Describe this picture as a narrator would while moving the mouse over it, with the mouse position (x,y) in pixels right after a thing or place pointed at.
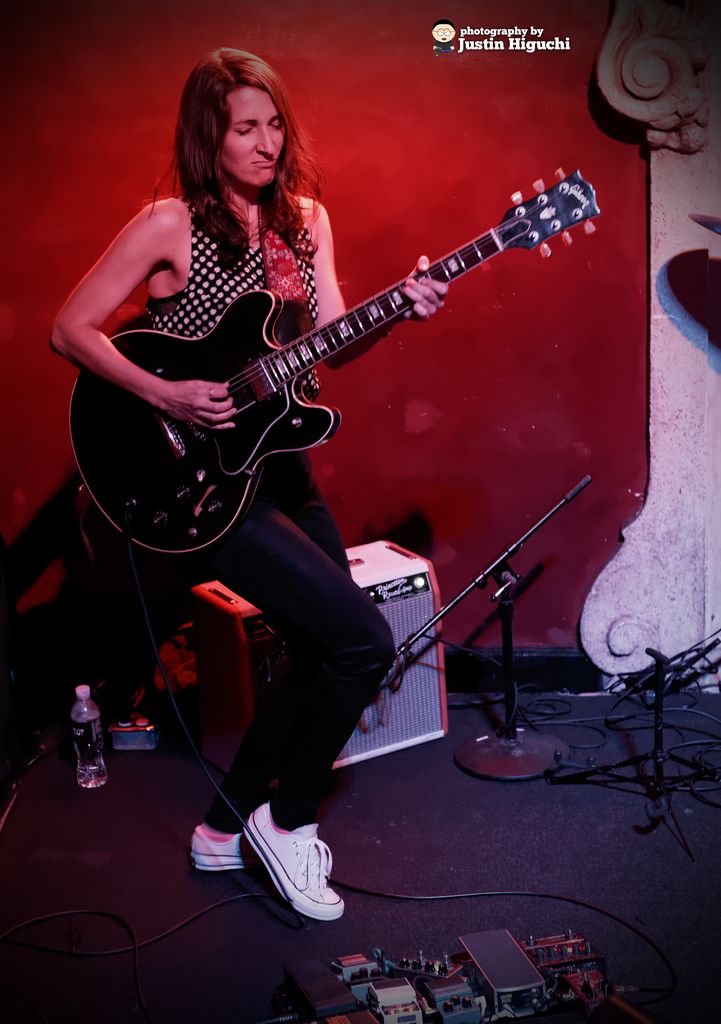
This is the picture inside the room (519,702). There is a woman (187,312) standing and playing guitar (235,435). At the back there is a speaker (430,673) and at the bottom (478,940) there are bottles (80,712), wires (641,931) and devices (512,959).
